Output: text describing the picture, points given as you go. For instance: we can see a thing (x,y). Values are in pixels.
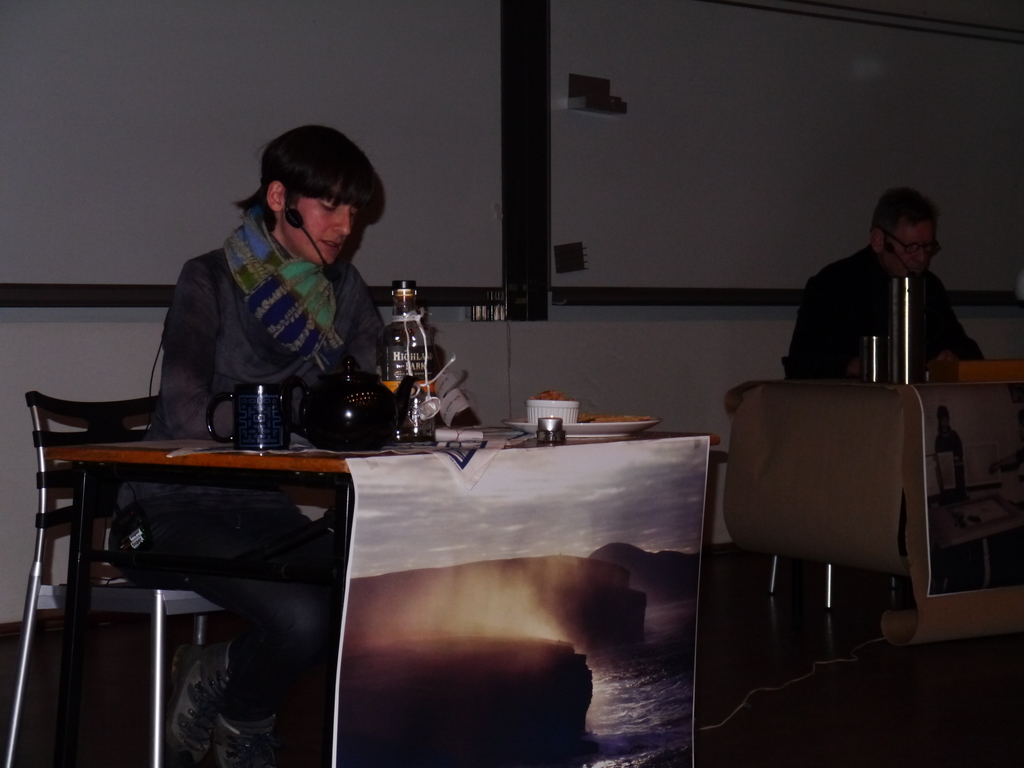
In this picture we can see a man (884,327) and a woman (271,267) sitting on chairs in front of a table (259,475) and they are wearing a microphone (296,216). On the table (294,455) we can see a bottle (405,365), Plate (615,430) and some food (551,398). This is a mug (278,428).
